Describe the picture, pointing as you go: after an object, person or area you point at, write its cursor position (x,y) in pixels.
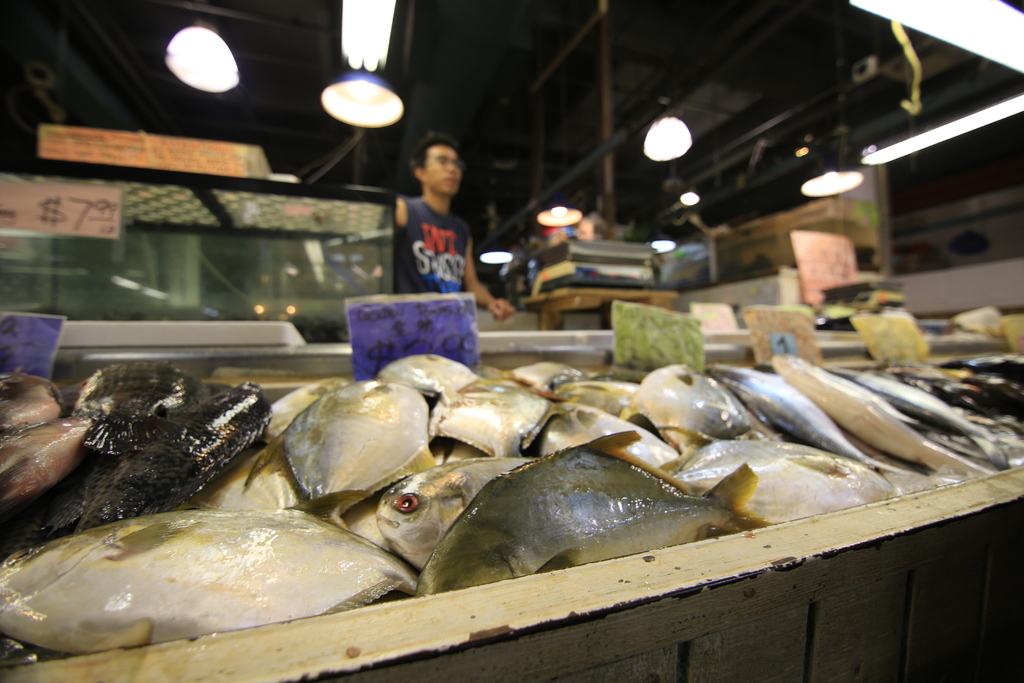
In this picture there is a man (476,284) standing. In the foreground (455,360) there are fishes (621,427) on the table (225,368) and there are papers (460,341) and there is text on the papers (469,323). At the back (598,270) there are objects (598,270) on the table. At the top (345,106) there are lights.
